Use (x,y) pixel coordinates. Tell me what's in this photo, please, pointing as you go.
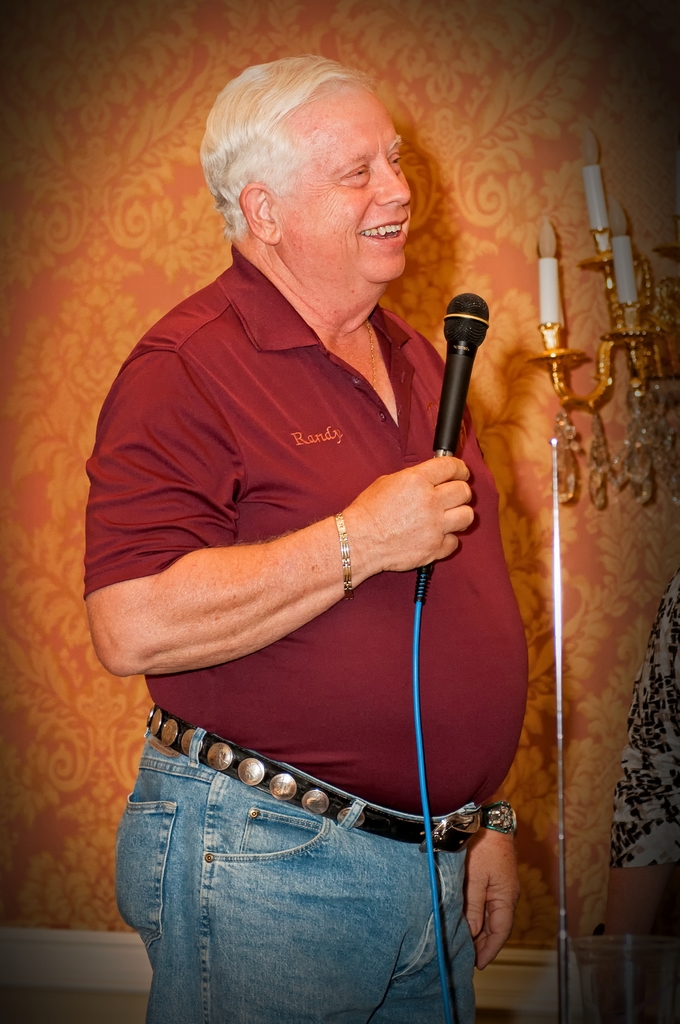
There is a man (383,692) holding a microphone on hand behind him there is a candle stand (671,441).
